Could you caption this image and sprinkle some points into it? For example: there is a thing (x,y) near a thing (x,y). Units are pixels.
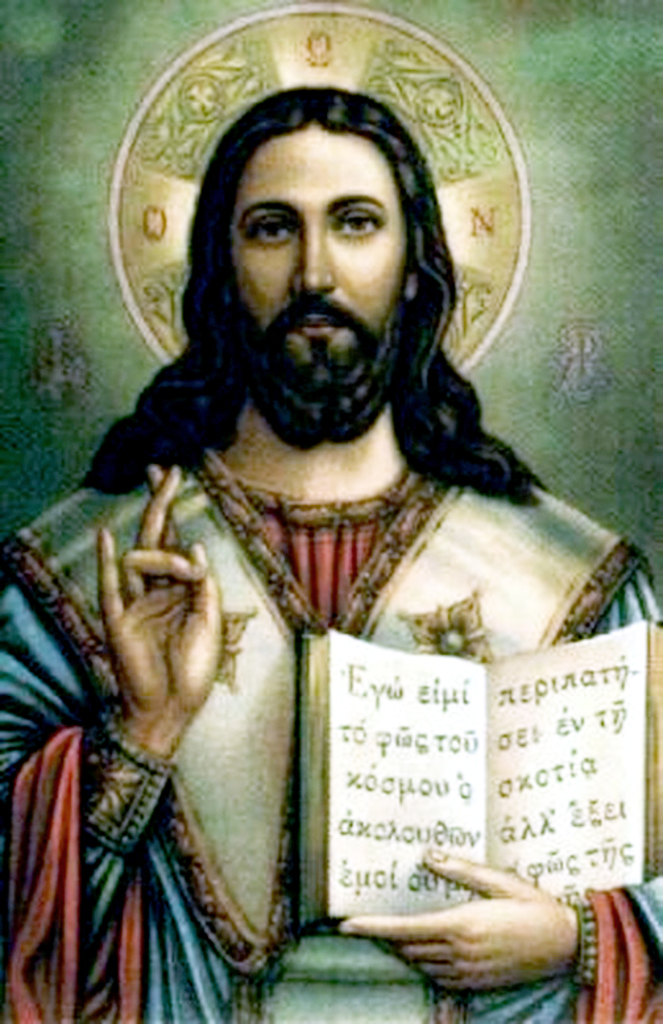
In this image there is a depiction of a person (204,777) holding a book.
